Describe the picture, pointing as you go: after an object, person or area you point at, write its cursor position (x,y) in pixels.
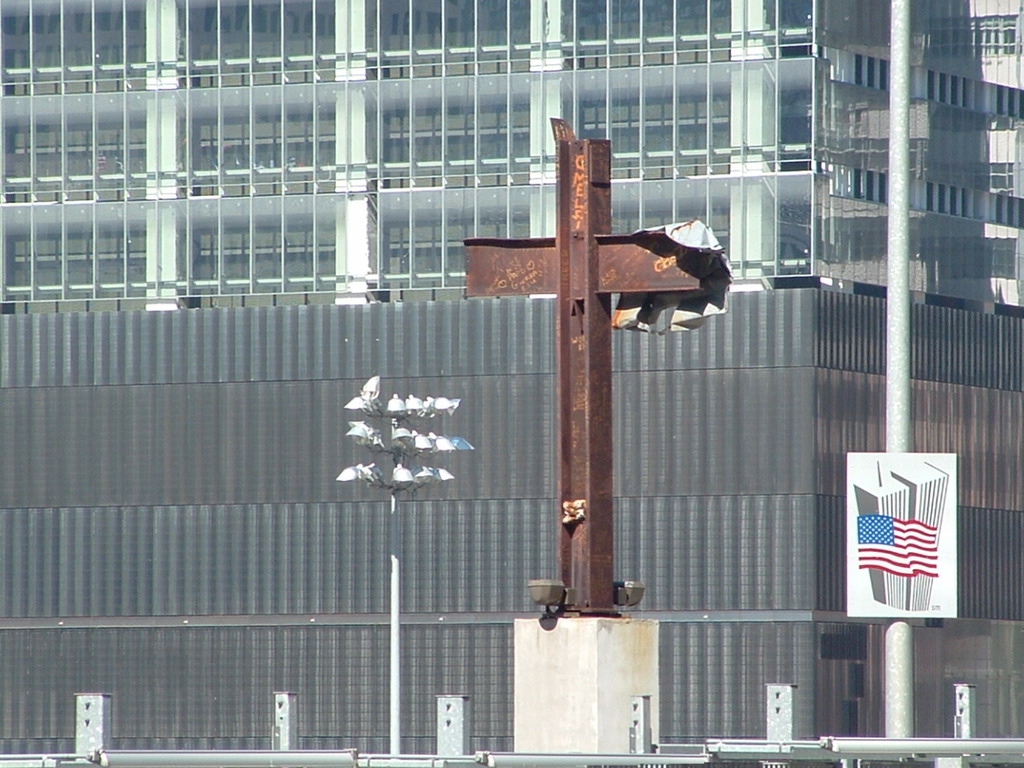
In this picture we can observe a cross (566,317). On the right side (886,547) there is a pole (894,54) to which a white color board (900,546) was fixed to it. We can observe a pole (394,700) here. In the background (367,200) there is a large building (322,213).
